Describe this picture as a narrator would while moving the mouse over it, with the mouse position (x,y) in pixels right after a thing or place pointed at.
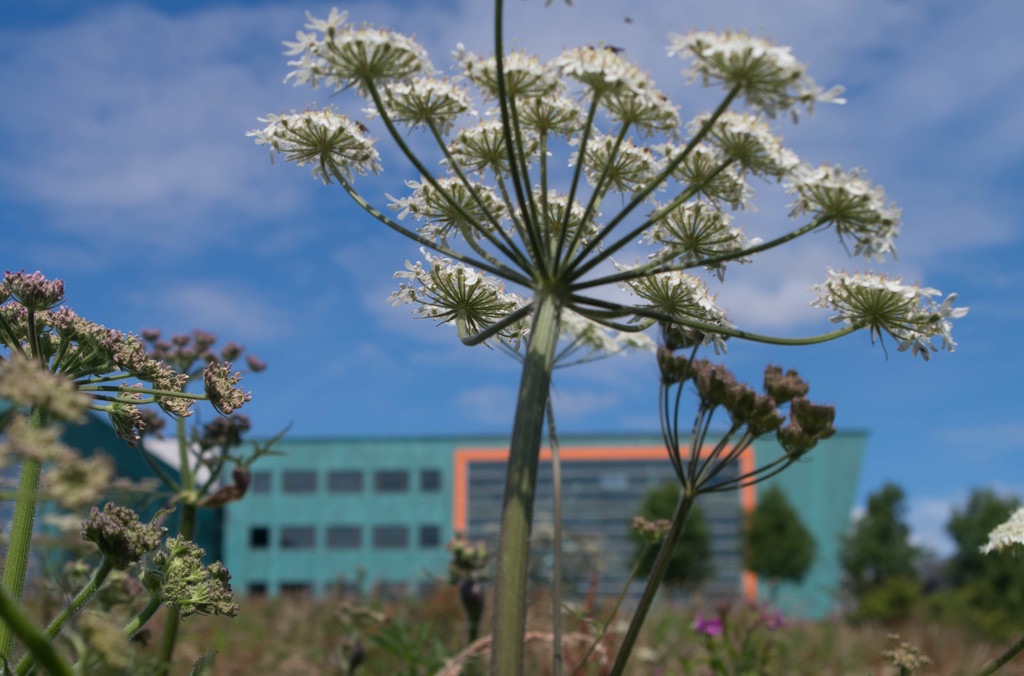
In the picture we can see a plant (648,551) with stem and small flowers (660,277) to it and far away from it, we can see some plants (729,618), and building (271,579) which is green in color and some windows (290,547) in it and near it we can see some trees (990,585) and in the background (635,262) we can see the sky (347,400) with clouds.
